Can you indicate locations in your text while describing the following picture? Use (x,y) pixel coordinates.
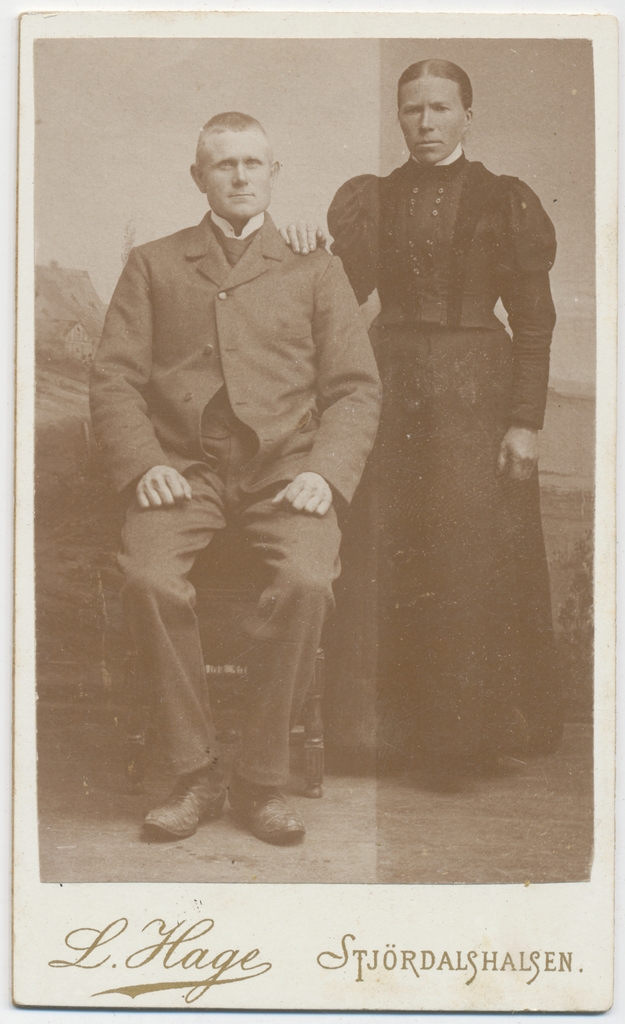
This is an old black and white image. I can see a man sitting on a chair (226,670) and woman (499,582) standing. In the background (119,230), there is a poster (190,108). At the bottom of the image (345,958), I can see the letters (176,985).
